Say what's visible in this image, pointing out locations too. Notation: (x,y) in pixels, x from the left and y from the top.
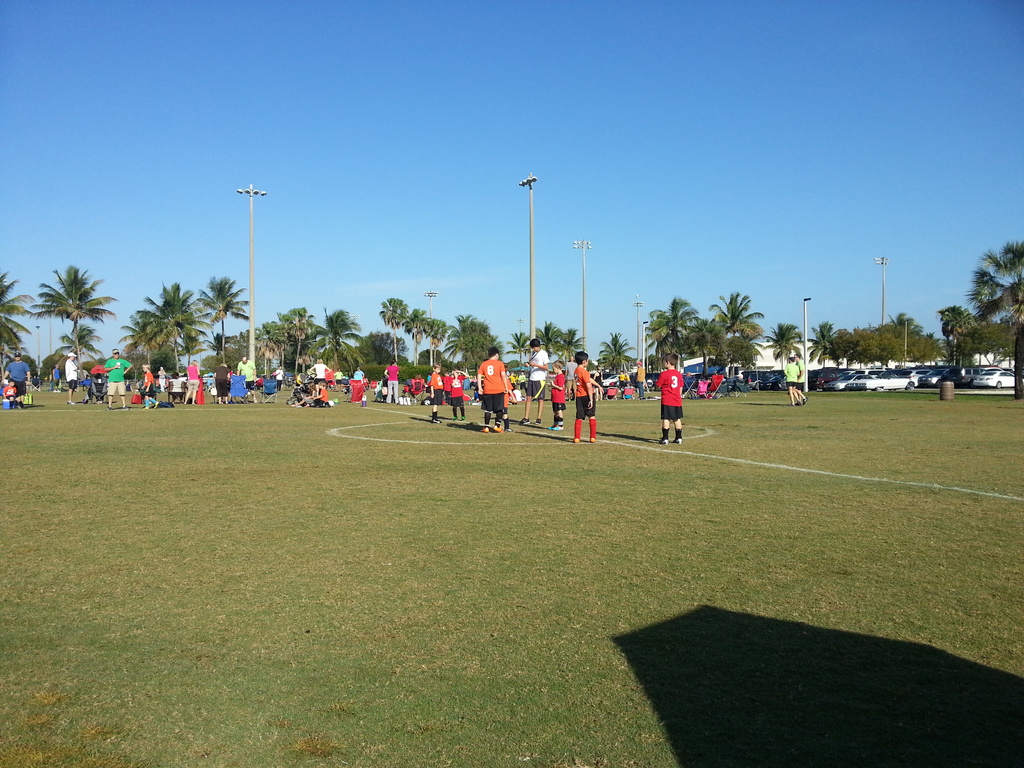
In this picture there are many people (535,378) in the center of the image (670,365) and there is grassland (451,541) at the bottom side of the image (565,624), there are trees (53,365), poles (584,298), and cars (647,380) in the background area of the image (728,344), it seems to be a playground (778,411).
